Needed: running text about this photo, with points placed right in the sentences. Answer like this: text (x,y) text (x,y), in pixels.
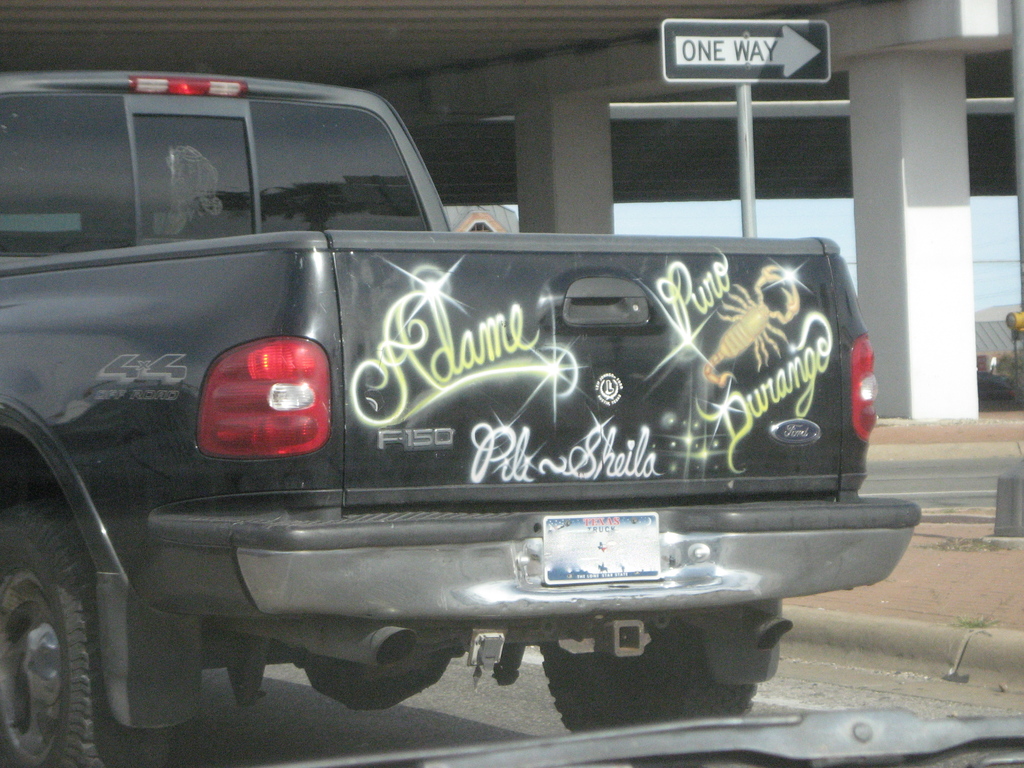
In this picture I can see there is a truck (201,652) moving on the road (310,724). There is a bridge (698,94) in the backdrop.
